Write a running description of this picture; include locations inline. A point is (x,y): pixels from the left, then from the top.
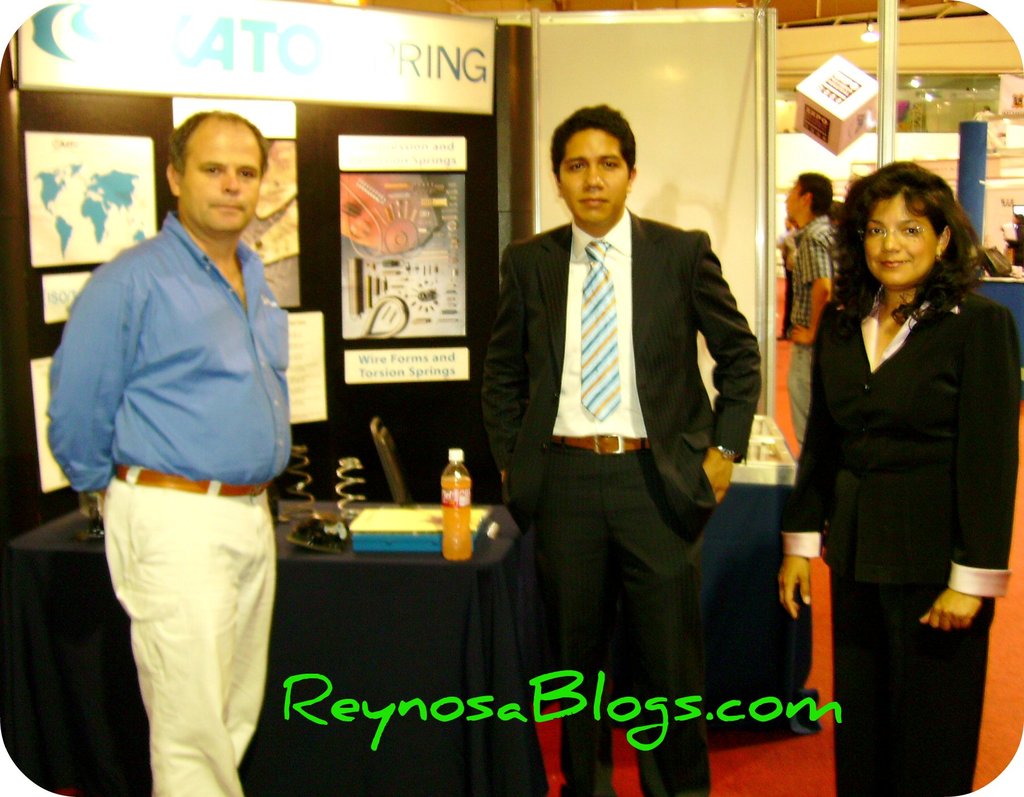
As we can see in the image there is a wall (700,160), banners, few people (645,239) here and there, chair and a table (411,598). On table (384,568) there is a tray (415,545) and a bottle (460,530).
